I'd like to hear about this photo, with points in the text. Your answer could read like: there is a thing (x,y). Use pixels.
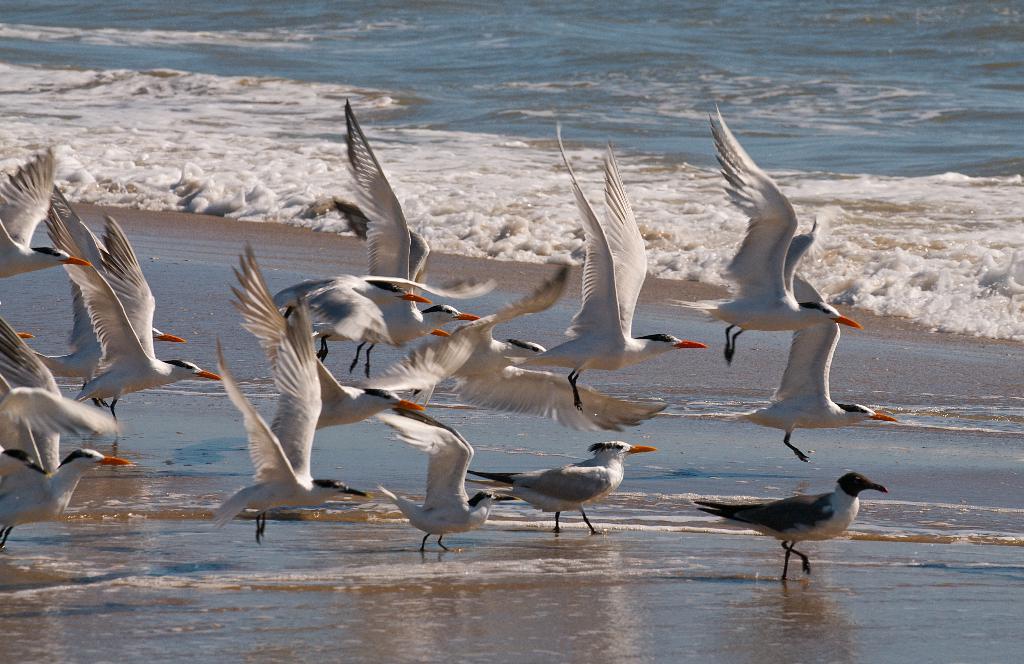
In this image in front (9,240) there are birds (548,399) in the water (640,534).
